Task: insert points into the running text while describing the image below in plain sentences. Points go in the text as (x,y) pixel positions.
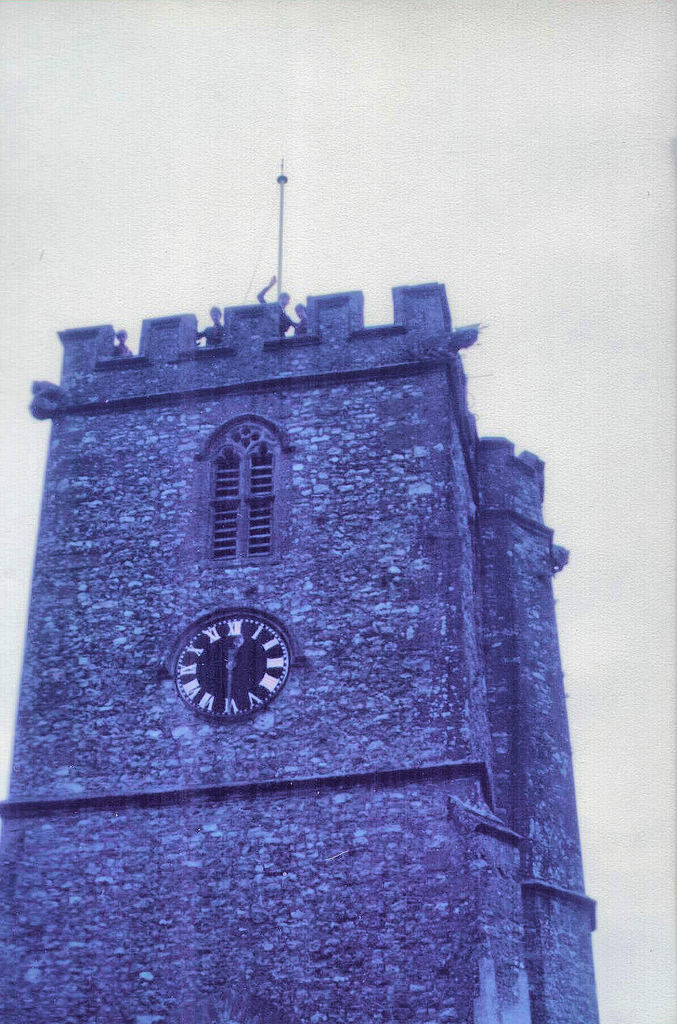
In this picture there is a construction (231,592). In the center of the picture (239,423) there is a clock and a window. At the top (285,319) there are people (124,340) on the building (180,339).
